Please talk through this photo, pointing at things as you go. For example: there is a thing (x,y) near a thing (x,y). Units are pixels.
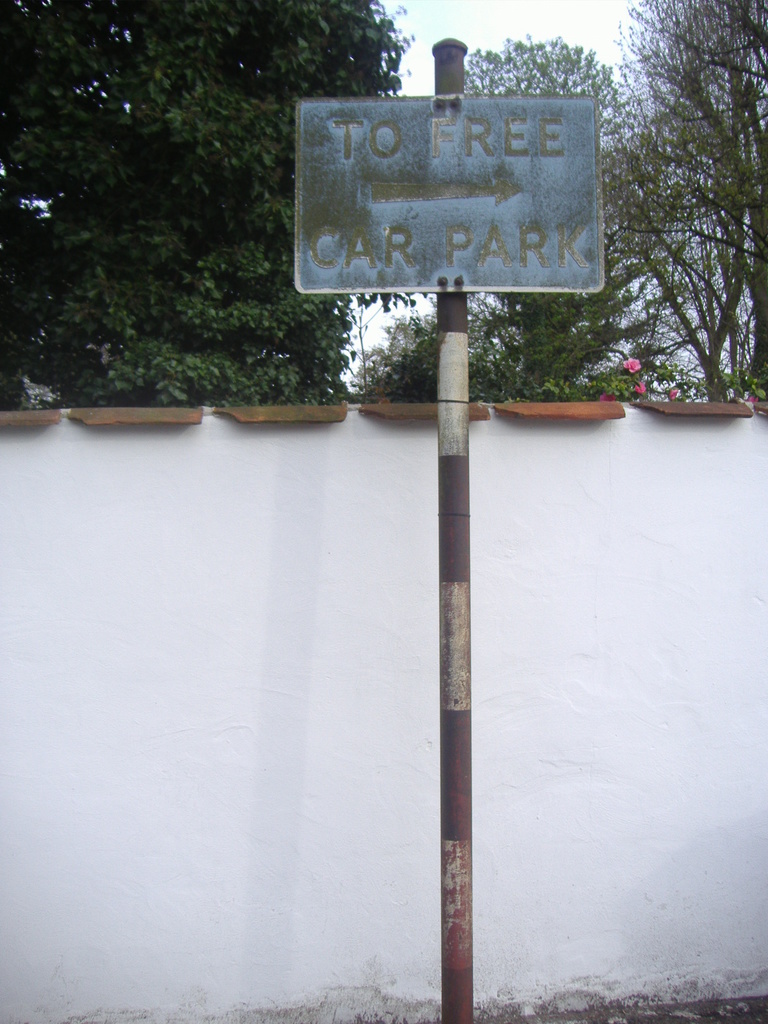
In this image at the center (456,457) there is a sign board (416,222). On the backside of the image (290,643) there is a wall (268,548). In the background of the image (679,22) there are trees (506,74) and sky (529,9).
